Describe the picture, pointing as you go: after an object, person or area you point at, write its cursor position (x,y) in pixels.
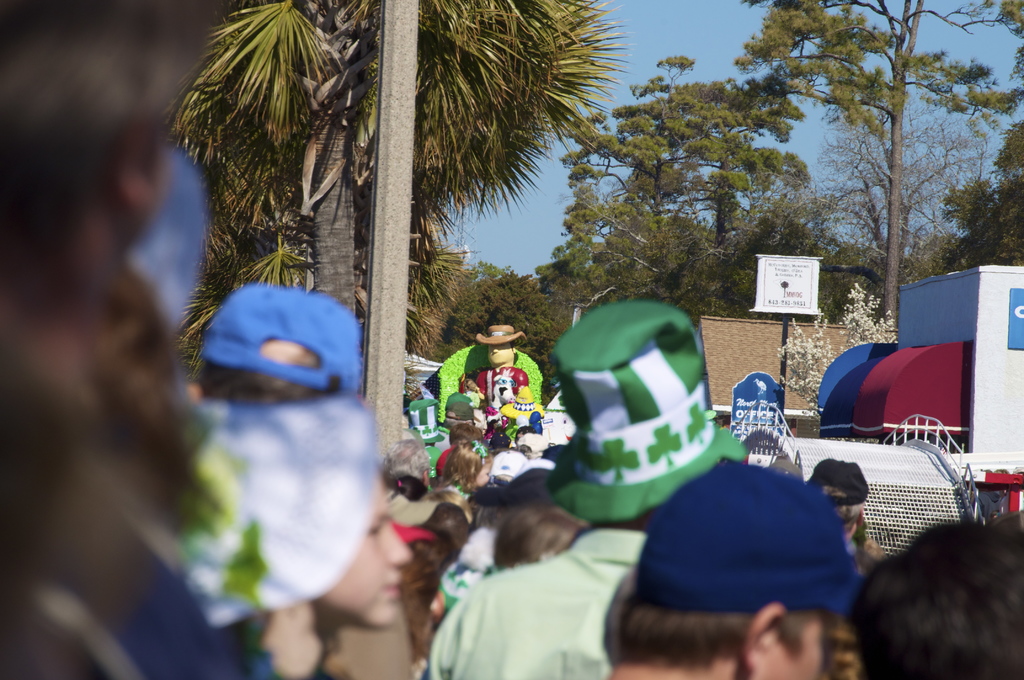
The image is taken outside a city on the streets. In the picture there are many people (510,469), on the roads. In the center of the background (488,380) there is a mascot (492,348). Towards left (283,184) there are palm trees (327,160) and a pole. Towards right (717,205), there are trees (789,230), flowers (784,353) and buildings (747,349) and a hoarding (781,265). Sky (552,241) is clear and it is sunny. The foreground (881,599) is blurred.
